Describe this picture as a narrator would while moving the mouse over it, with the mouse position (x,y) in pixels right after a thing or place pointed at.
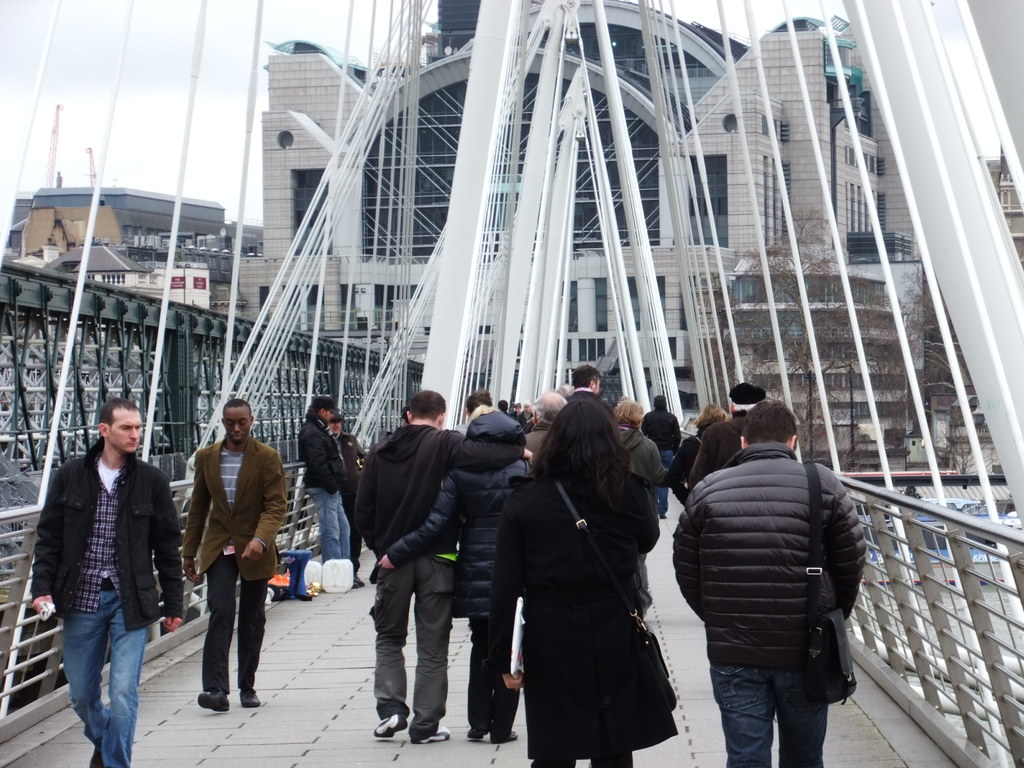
In this picture I can see buildings (449,129) and few people (537,422) walking on the bridge (201,716) and few of them wore bags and I can see couple of towers (58,123) and a cloudy sky (283,22).
